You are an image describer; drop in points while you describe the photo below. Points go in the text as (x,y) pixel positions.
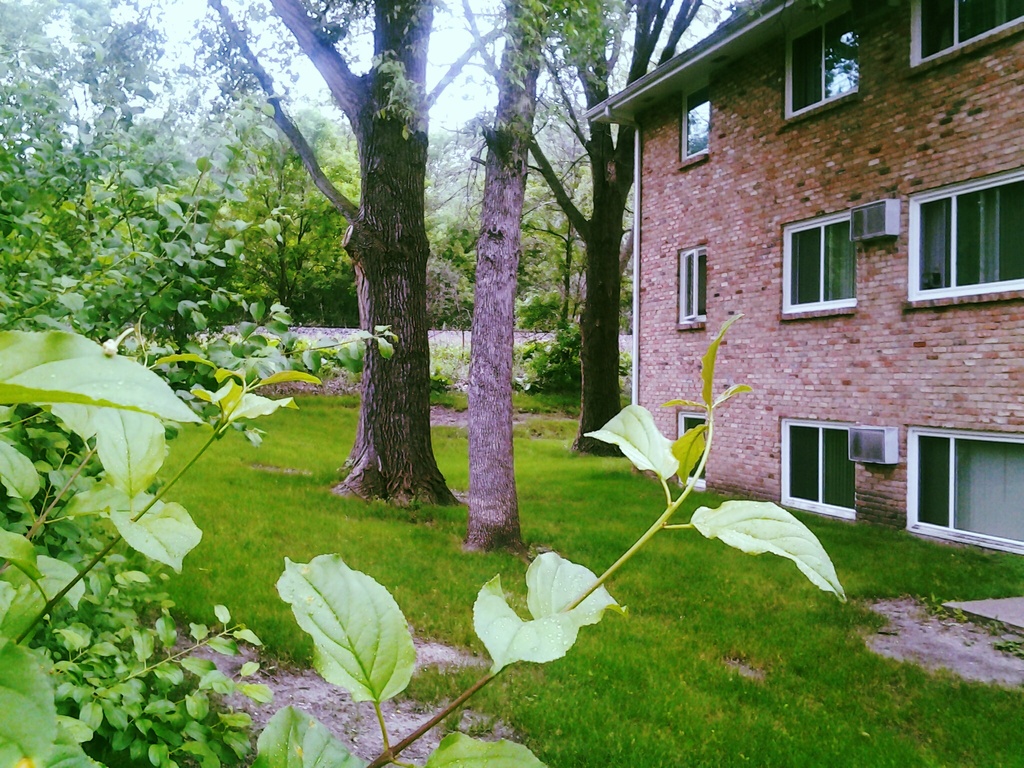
In this image there is a building (772,234). There are glass windows (856,68) to the walls (864,359) of the building (812,377). In front of it there is a ground (453,518). There is grass (718,633) on the ground (750,631). There are trees (253,240) and plants (91,407) on the ground (333,416). At the top (291,34) there is the sky (349,28).
